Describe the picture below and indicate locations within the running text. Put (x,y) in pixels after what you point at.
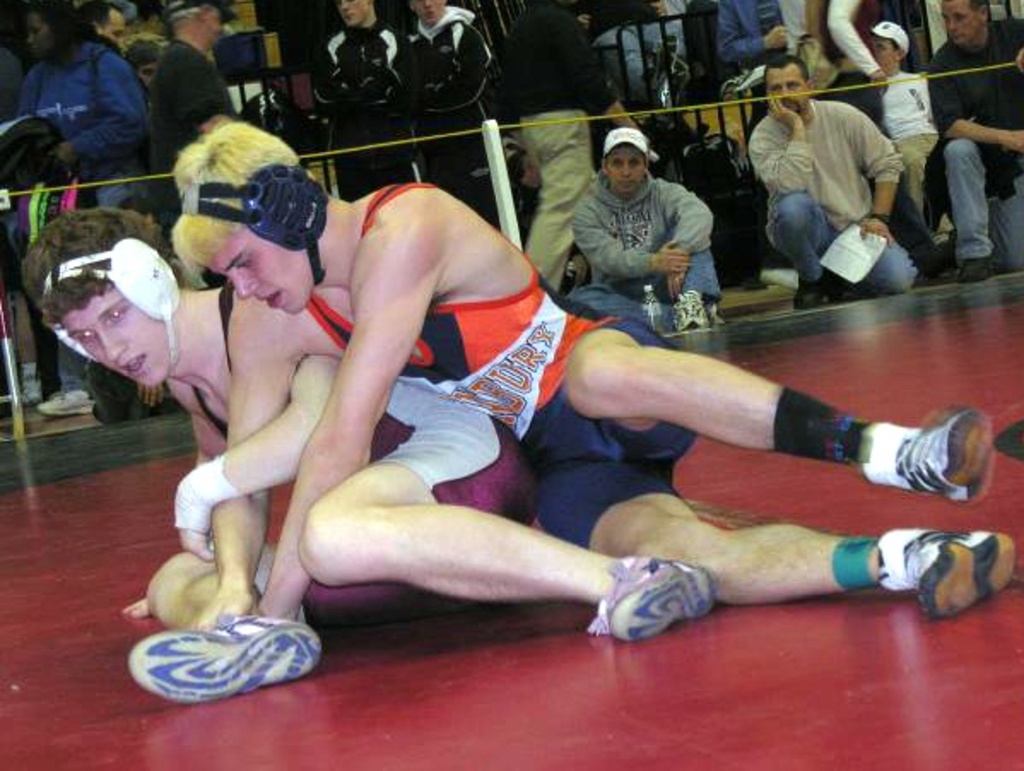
This image is taken indoors. At the bottom of the image (422,719) there is a floor (712,666). In the middle of the image (450,281) there are two men (334,303). In the background (616,28) a few people (783,151) are sitting and a few (323,92) are standing and there is a fence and there is a rope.
